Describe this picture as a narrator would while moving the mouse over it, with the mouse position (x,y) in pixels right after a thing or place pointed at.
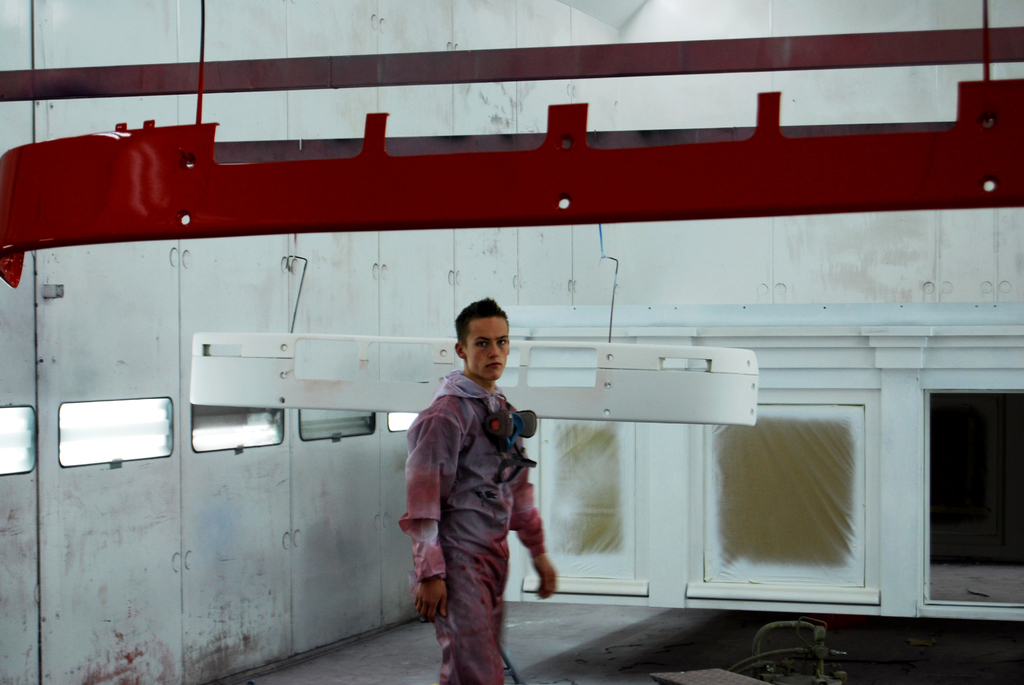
In this image there is a man (466,627) walking on the floor (581,650). Behind him there is a wall (432,295). There are windows (320,429) to the wall (351,449). There are metal rods (805,157) hanging to the ceiling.
